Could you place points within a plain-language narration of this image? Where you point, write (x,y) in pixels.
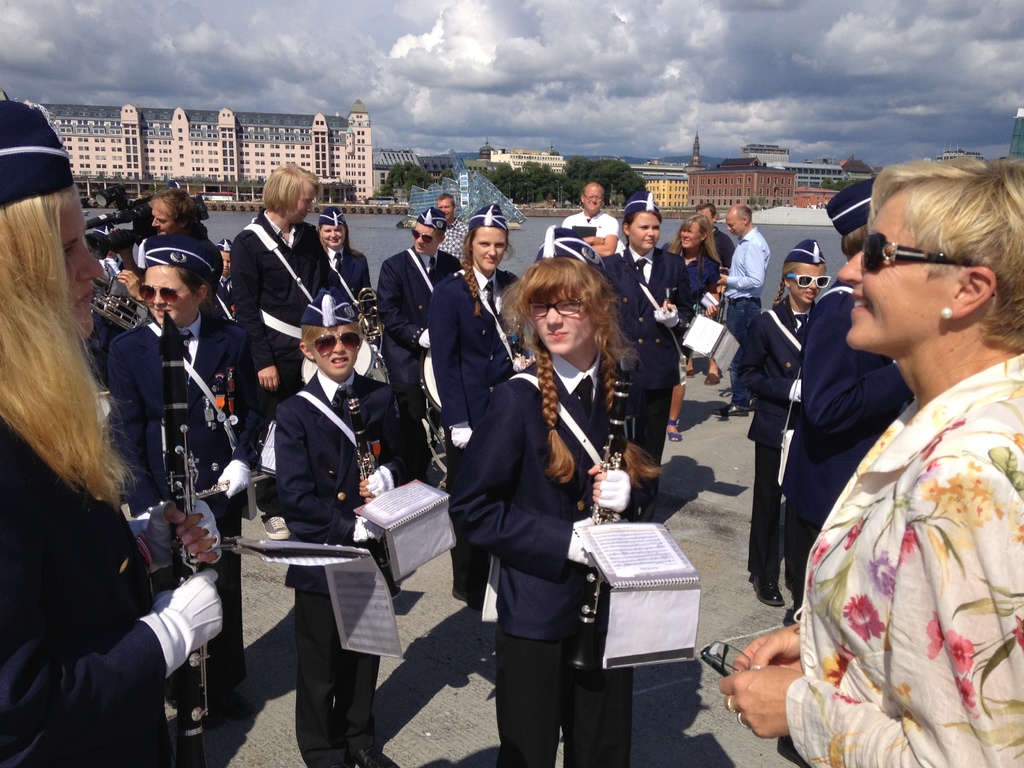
In this image we can see many people (510,400). Some are wearing goggles (311,351). Some are wearing caps (9,106). Some people (245,453) are holding something in the hand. In the back (361,221) there is water (527,226). Also there are trees (606,194) and buildings (121,132). In the background (582,16) there is sky (662,53) with clouds (573,114).
